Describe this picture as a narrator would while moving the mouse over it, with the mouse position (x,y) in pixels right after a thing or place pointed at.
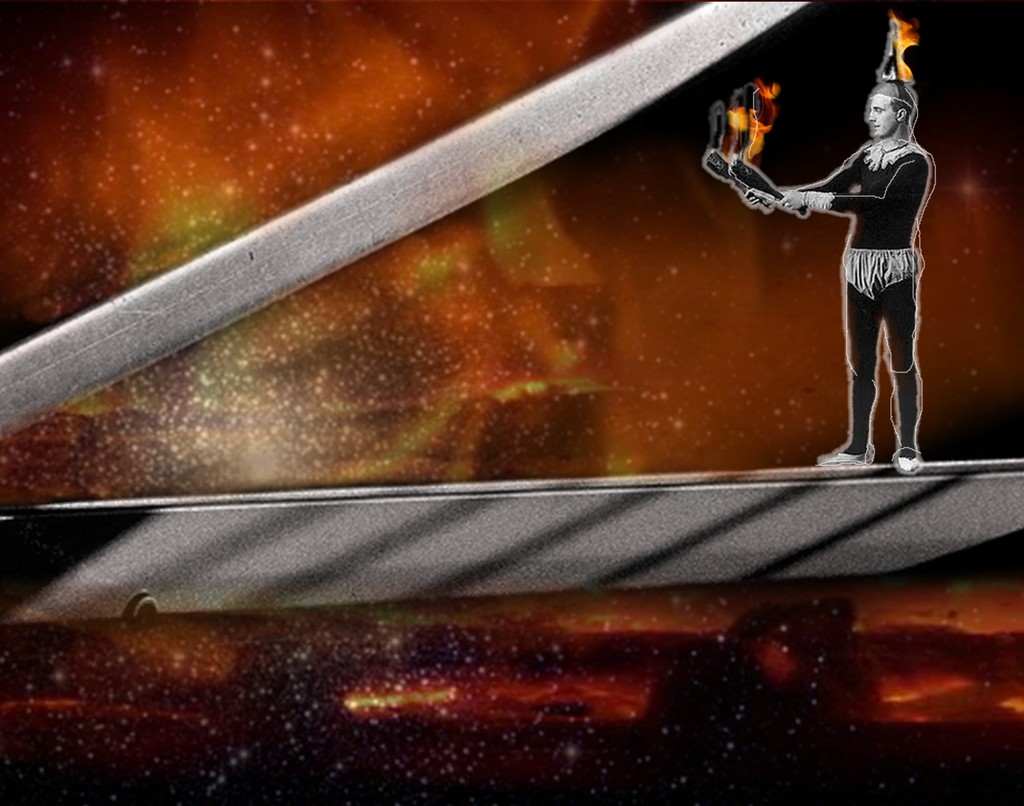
In the picture I can see a man (883,128) on the top right side (884,214) and he is holding the flammable objects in his hands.
